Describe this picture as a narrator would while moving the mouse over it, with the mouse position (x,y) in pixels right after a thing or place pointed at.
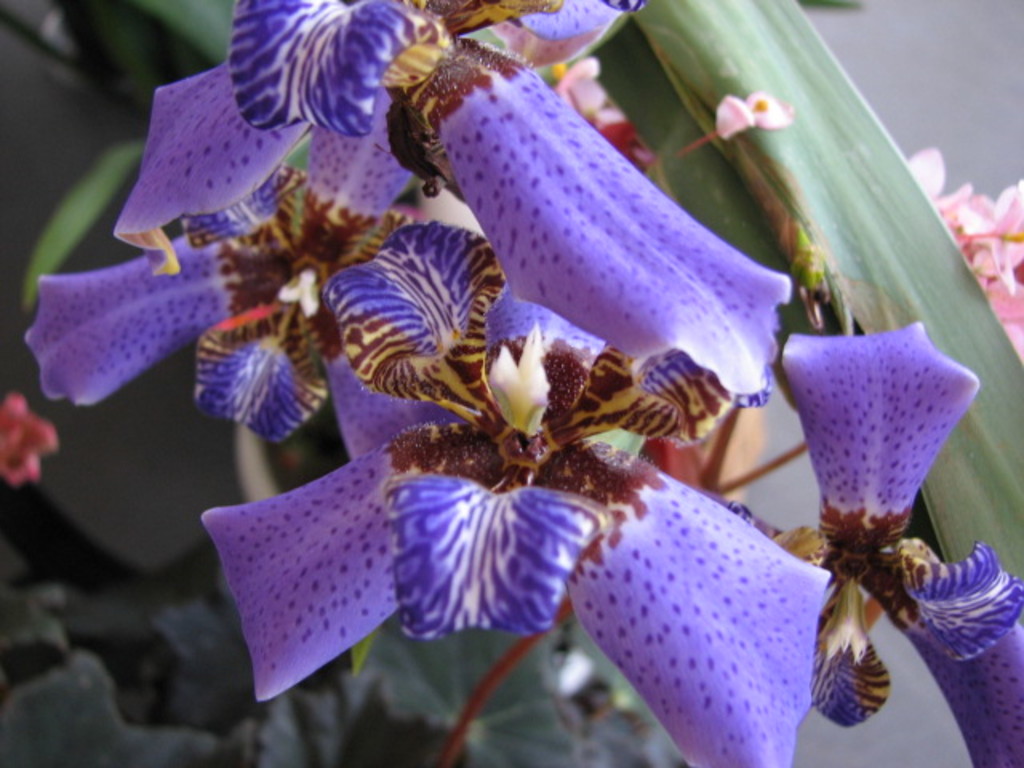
In the middle of this image (643,270) I can see some flowers (517,467). Its petals (628,529) are in violet color and on the petals (544,177) I can see black color dots (703,605). On the right side (994,238) there are some other flowers (962,224). In the background (511,711) few leaves (496,709) are visible.
